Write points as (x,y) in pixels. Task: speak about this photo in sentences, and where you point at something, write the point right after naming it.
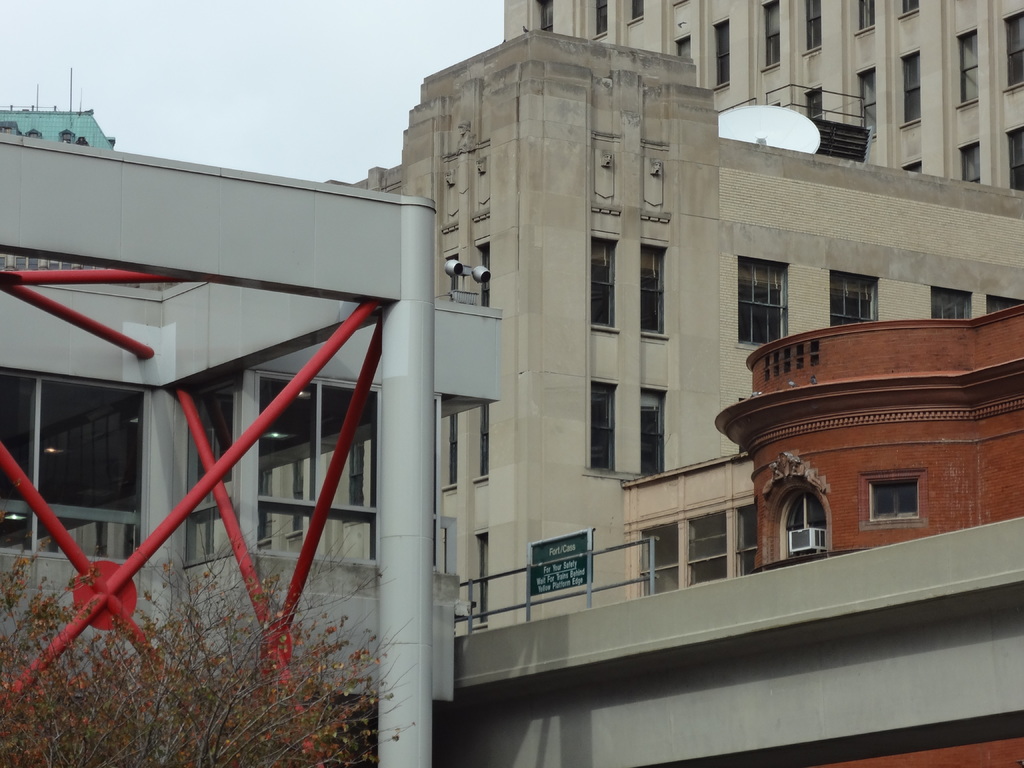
There is a stand (160,296) with pillars (388,599) on that. Also there are red color rods (159,534). Near to that there are trees (172,689). On the right side (747,187) there is a building (696,224) with windows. Also there is another building (881,426) with windows (898,486). Near to the window (813,521) there is an AC (798,535). Also there is a railing (573,557). On that there is a board (584,568). In the background (347,47) there is sky (310,47).
